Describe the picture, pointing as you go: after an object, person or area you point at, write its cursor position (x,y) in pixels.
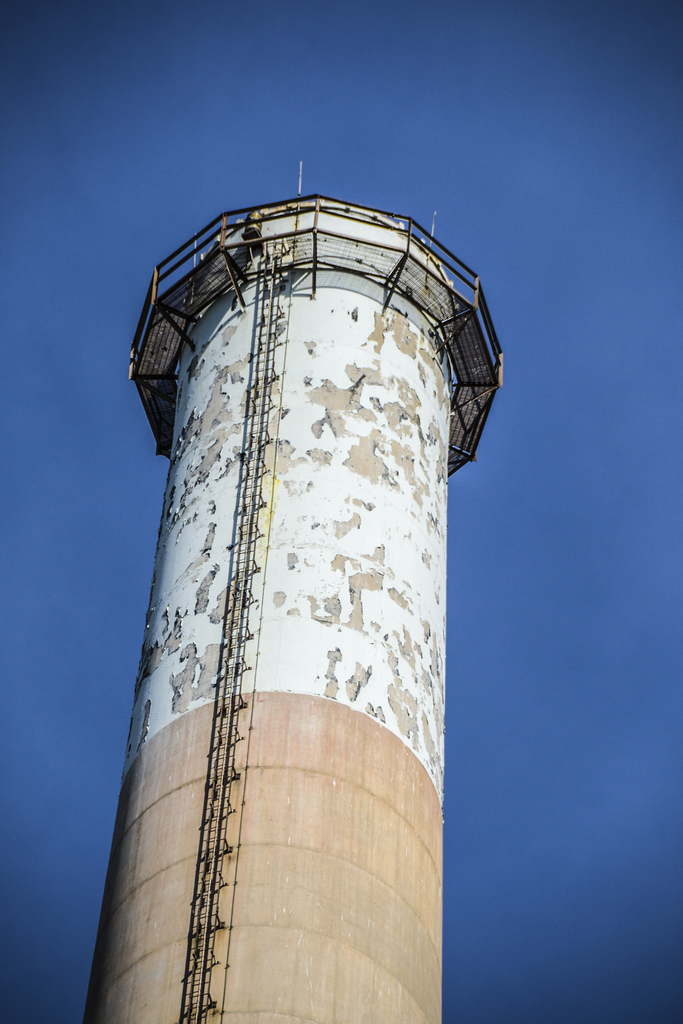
In this image there is a big chimney (261,368) with iron ladder (267,246) and fence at the top (489,320).
